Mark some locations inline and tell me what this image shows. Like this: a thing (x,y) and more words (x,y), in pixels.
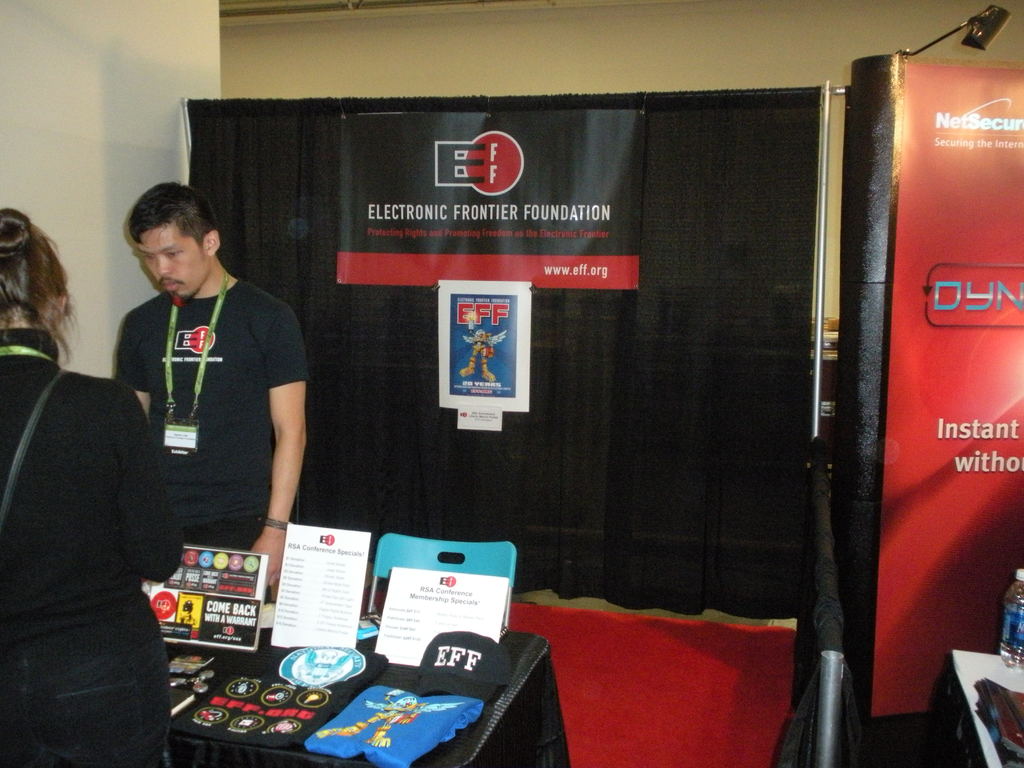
In this picture we can see a bottle (1018,623) and a black object (995,706) on a white surface (995,757) on the right side (989,695). There are a few boards (196,621), cap (463,642) and some colorful objects (319,693) on the table (525,645). We can see a man (189,310) and a woman (29,341) standing on the left side (148,506). There is a poster (457,286) and some text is visible on a black curtain (787,222). A wall (831,240) is visible in the background (469,48).
